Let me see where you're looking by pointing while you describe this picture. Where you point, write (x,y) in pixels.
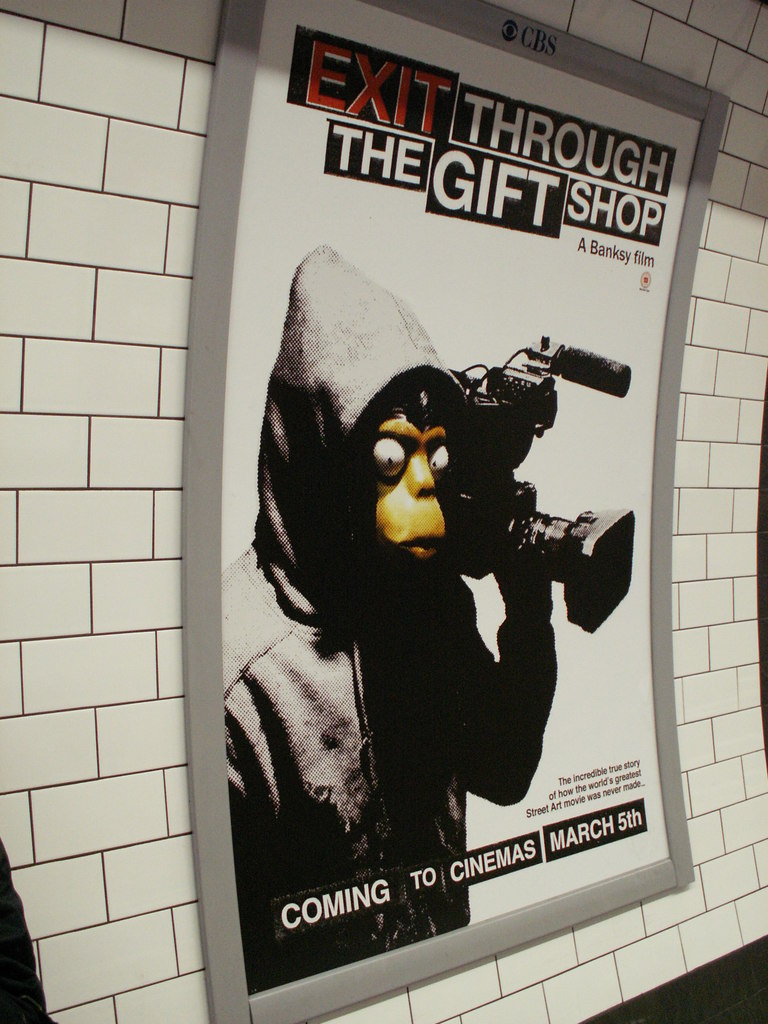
In this image we can see a poster (255,6) on the wall (34,928) and on the left side (26,938) at the bottom corner (19,943) there is an object (20,983).
